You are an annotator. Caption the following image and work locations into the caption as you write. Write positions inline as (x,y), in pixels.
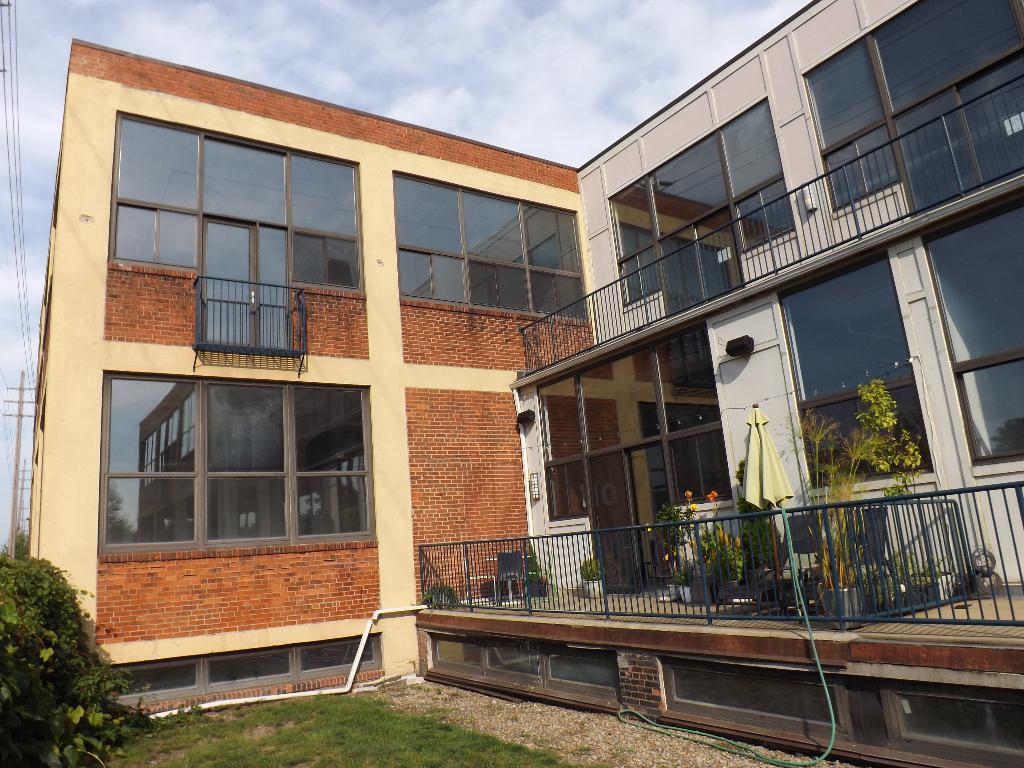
In this image we can see grass (415,746), shrubs (41,726), steel railing (698,592), flower pots (727,566), an umbrella (773,492), brick wall (334,556), glass windows (270,393), poles (19,410), wires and sky (16,211) with clouds (498,58) in the background (531,103).
